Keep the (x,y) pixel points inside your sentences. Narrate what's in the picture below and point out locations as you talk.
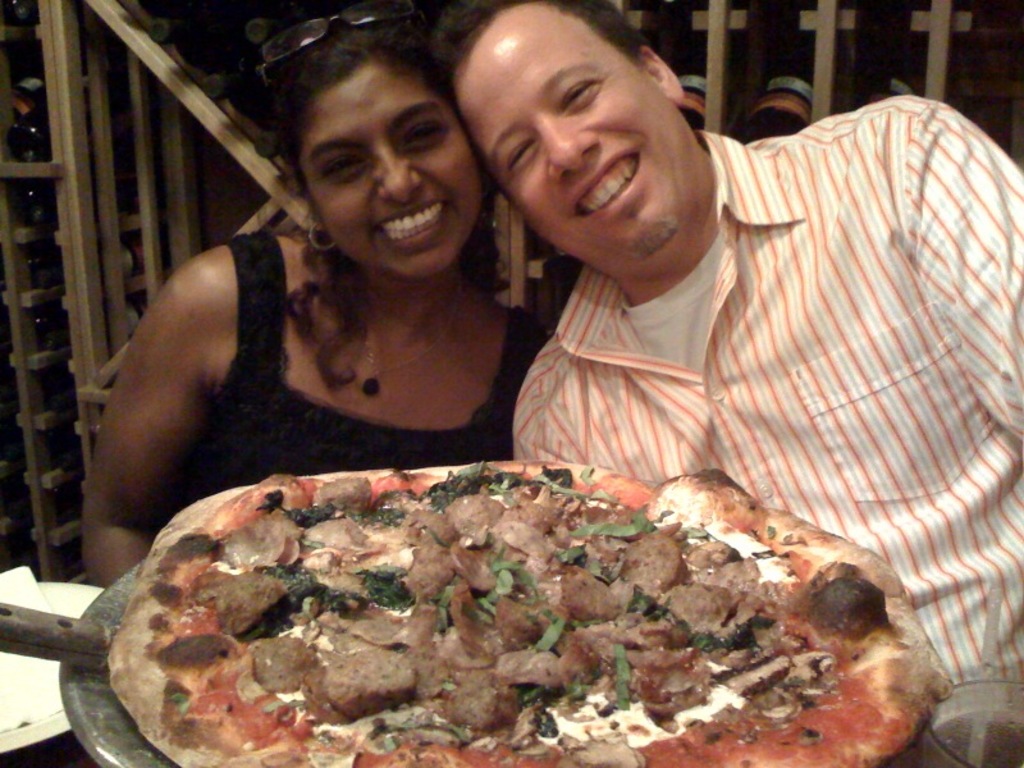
In this image, in the middle (383,360) and on the right side (834,307), we can see two people (565,378) man (565,378) and woman (345,396) are sitting on the chair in front of the table (70,745). On the left side of the table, we can also see the plate (33,682). In that plate (49,701), we can see a tissue (56,709). In the middle of the image (643,510), we can see a pan (97,758), in the pan (117,763), we can see a pizza (489,677). In the background (935,52), we can see a wood grill (935,52).
